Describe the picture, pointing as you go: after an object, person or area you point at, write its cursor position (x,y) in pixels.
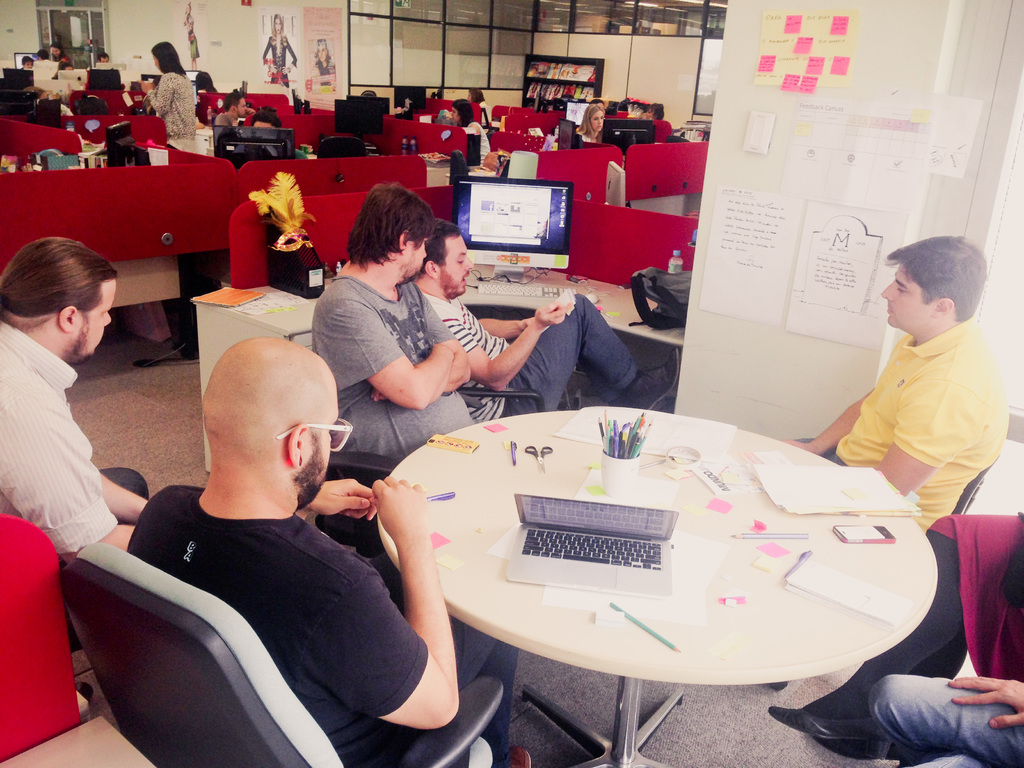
In this image i can see a number of people (362,367) sitting on chairs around a table (711,535). on the table (698,528) i can see a laptop (632,540), few pens (617,457) and few papers (743,482). In the background (319,90) i can see number of people (229,104) sitting in front of monitors (348,118), few posters (310,53) and a wall (238,38).
